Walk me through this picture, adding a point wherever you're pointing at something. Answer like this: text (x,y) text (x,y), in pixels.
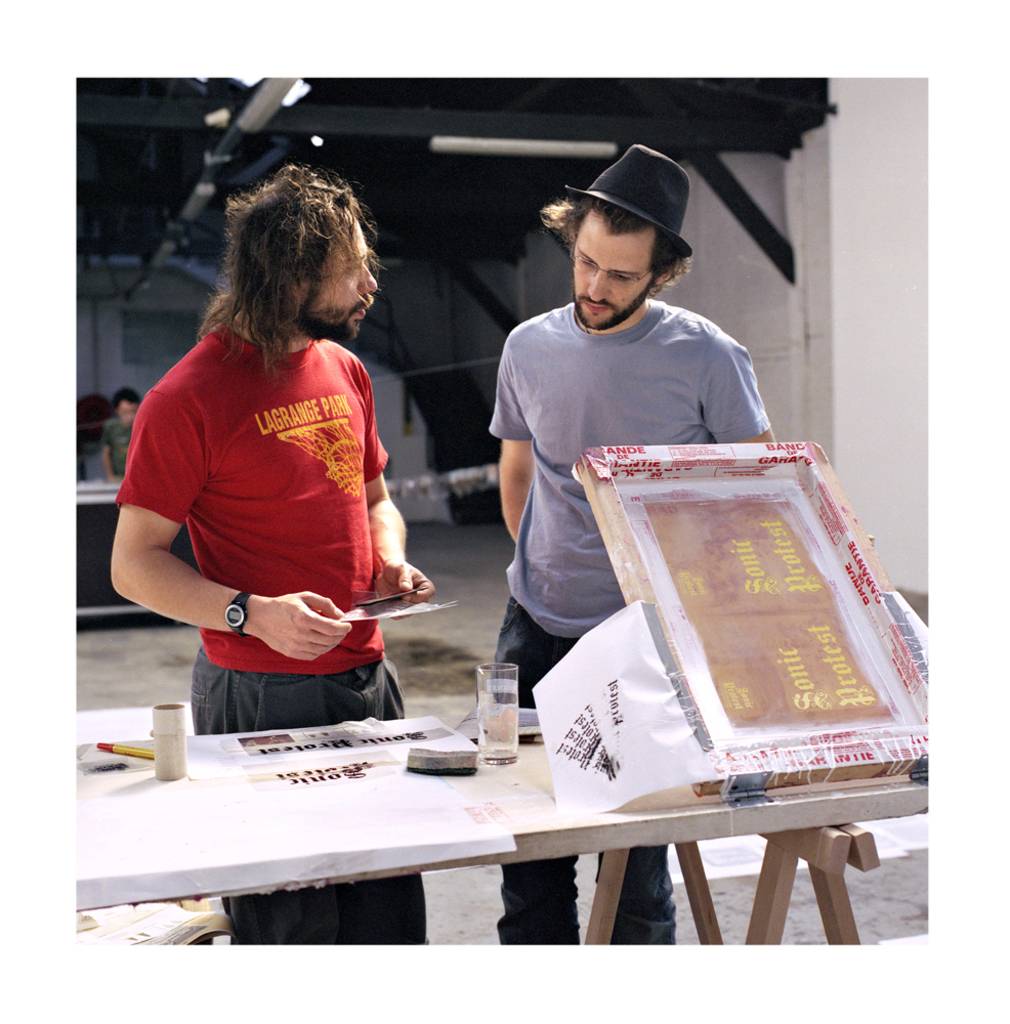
The person (287,478) wearing red shirt (317,494) is holding a object (395,597) in his hand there is another person (550,426) beside him and there is a table (501,768) in front of them which consists of paper (432,733) and a glass (504,719) on it.
